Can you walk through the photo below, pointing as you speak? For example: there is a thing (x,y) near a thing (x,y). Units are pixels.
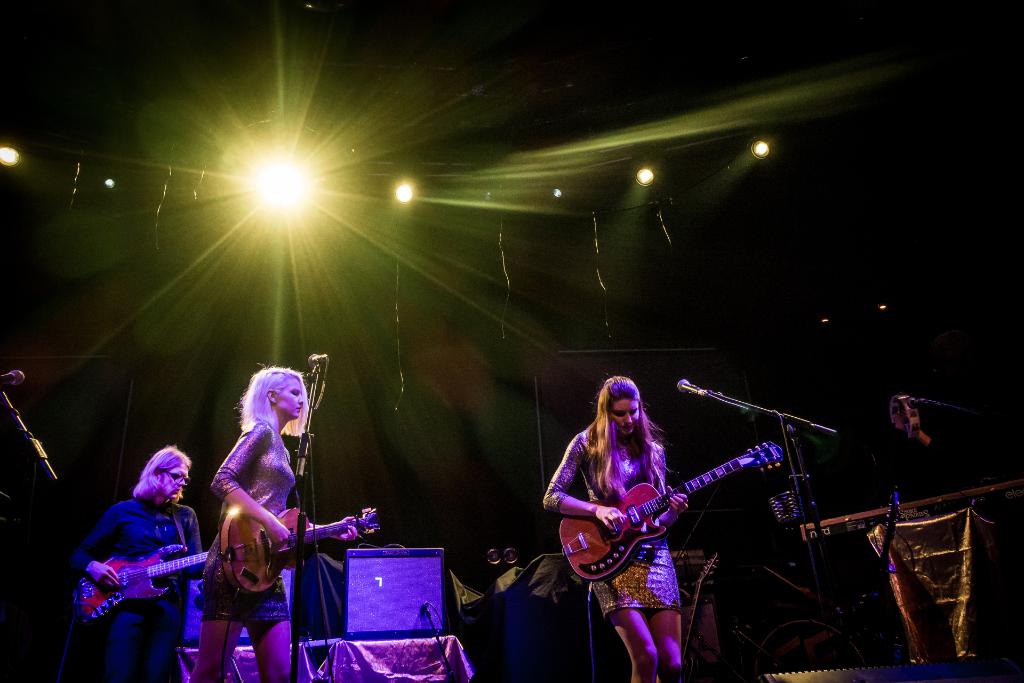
Here the three girls (621,625) are performing musical actions this girl (610,601) is playing the guitar (287,559). This is a microphone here is light (283,207).
